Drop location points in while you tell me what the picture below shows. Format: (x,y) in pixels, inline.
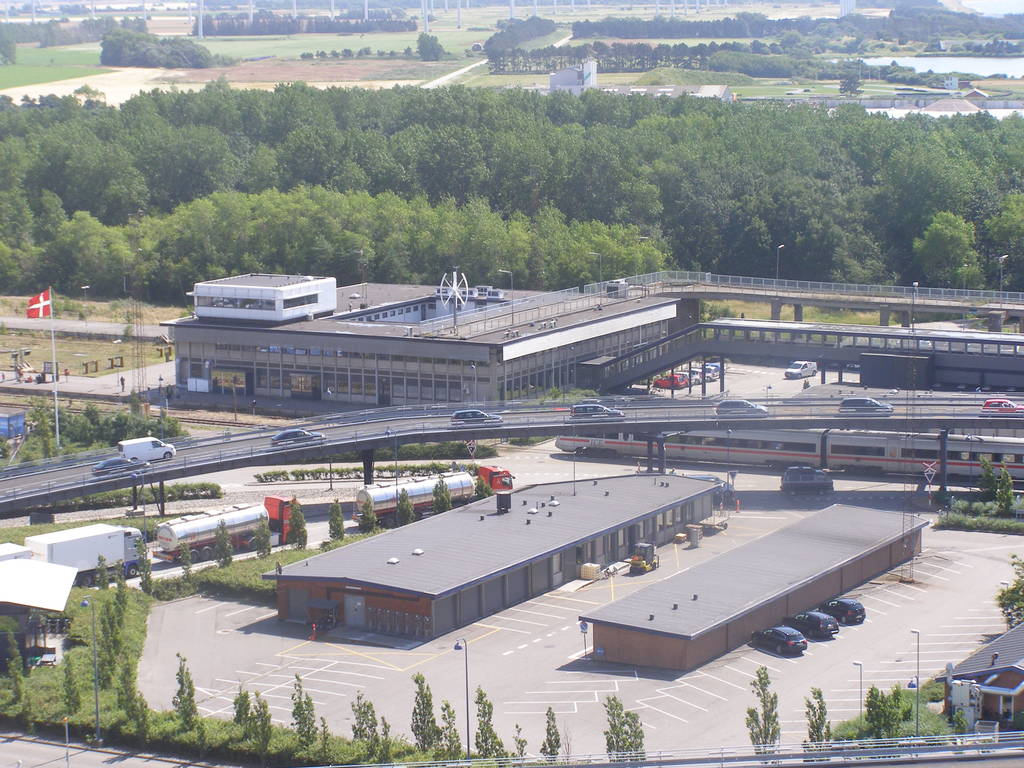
This picture is clicked outside. In the foreground (310,718) we can see the trees (263,738), plants (175,738) and grass (45,719) and we can see the street lights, cabins (647,641), group of vehicles (763,638) and many other objects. In the center (602,410) we can see the group of vehicles (155,456) are running on the road (513,452) and we can see the train (739,456) and the house (422,338) and we can see the bridges (888,315), flag (46,315), trees (633,245) and many other objects (515,317).
